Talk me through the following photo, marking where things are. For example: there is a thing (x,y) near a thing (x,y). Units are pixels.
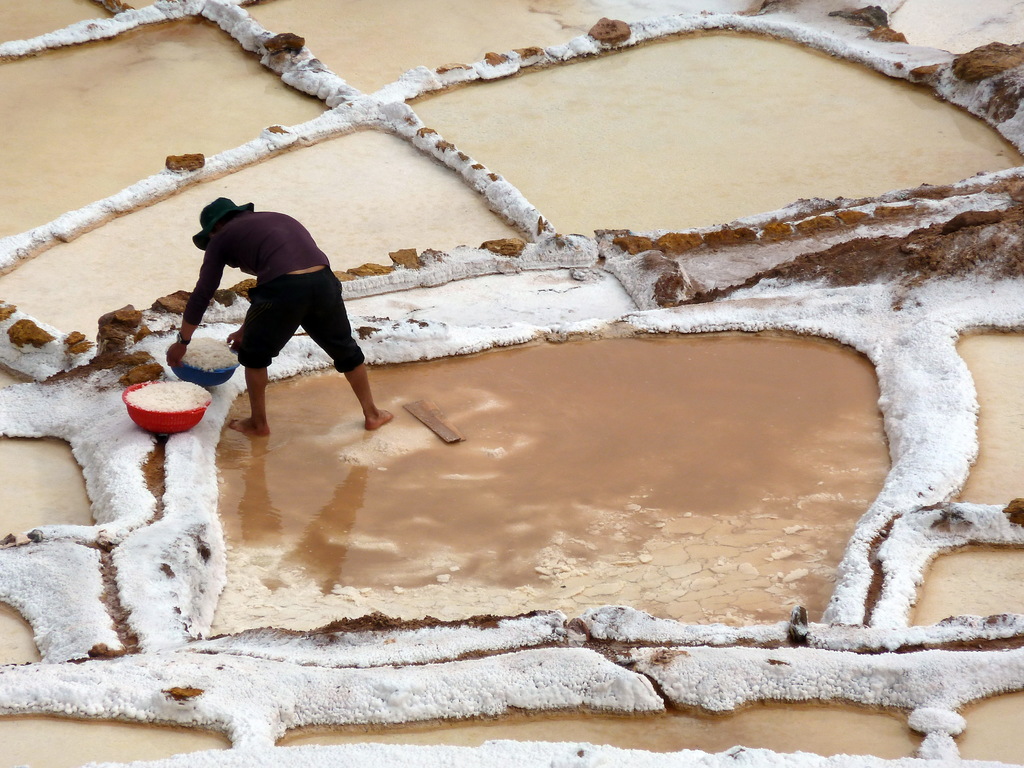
In the center of the image (352,340) we can see a person (324,318) is standing and he is wearing a hat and he is holding some object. And we can see salt collecting ponds (109,258), one basket (156,415) with some substances (194,393) and one object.
